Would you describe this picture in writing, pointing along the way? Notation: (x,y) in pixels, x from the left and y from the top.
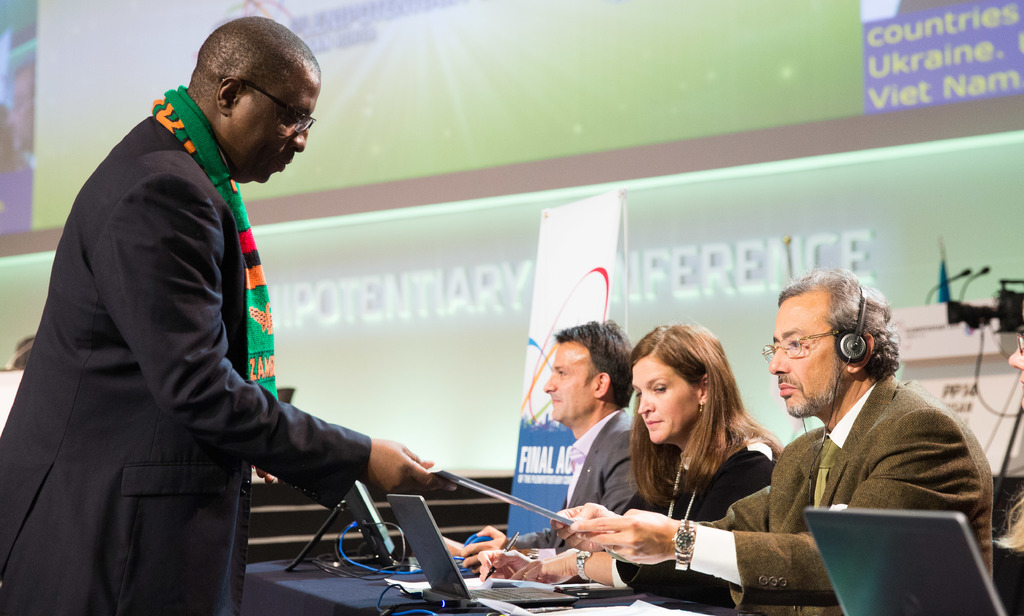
On the left (262,69) there is a man (283,119) who is wearing spectacle (295,122), jacket (228,221) and scarf (216,151). He is standing near to the table (280,608). On the table (295,615) we can see laptops (914,612), cables (411,613), papers (607,615), books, pen (490,566) and other objects (392,553). On the right (782,558) we can see a man (888,374) who is wearing spectacles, headphone (861,336), watch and suit (875,495). He is sitting on the chair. Beside him we can see a woman (677,437) who is wearing black dress (738,481). Here we can see another man (581,404) who is wearing grey suit (588,464). On the right (1011,298) background (1011,313) we can see camera (1011,328) near to the board (934,314). On the top (447,135) there is a projector screen (718,61).
